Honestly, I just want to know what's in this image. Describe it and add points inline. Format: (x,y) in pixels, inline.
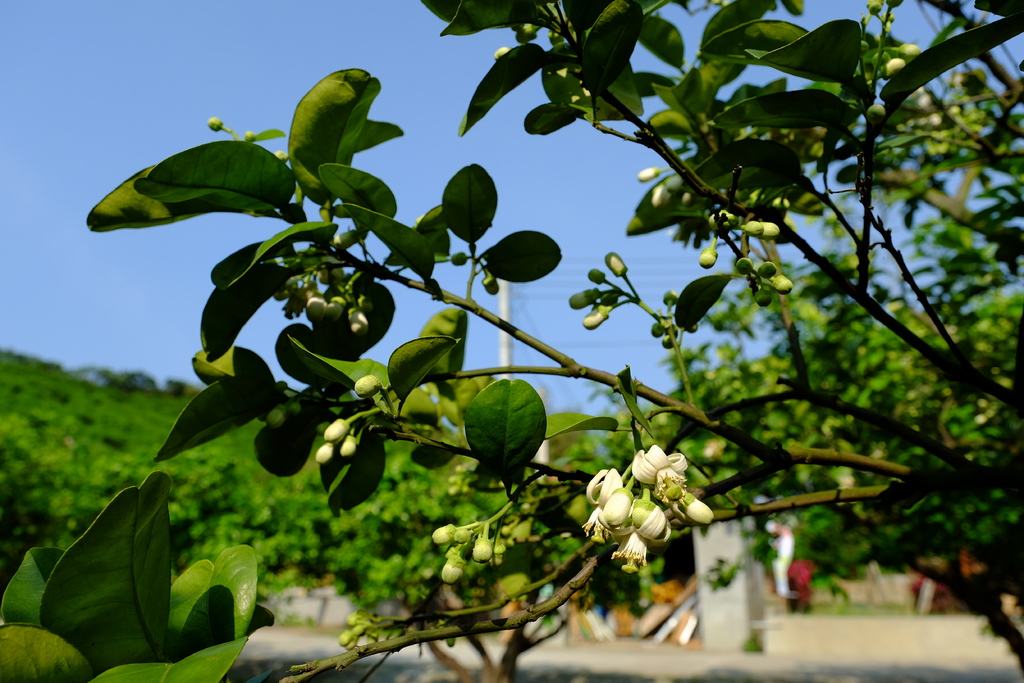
On the right side (772,45), there is a tree (766,270) which is having white color flowers (664,461) and green color leaves (824,113). In the background (936,386), there are trees (111,471), a pole (506,376) which is having electric lines (578,275), there is a mountain (36,369) and there is a blue sky (175,90).
